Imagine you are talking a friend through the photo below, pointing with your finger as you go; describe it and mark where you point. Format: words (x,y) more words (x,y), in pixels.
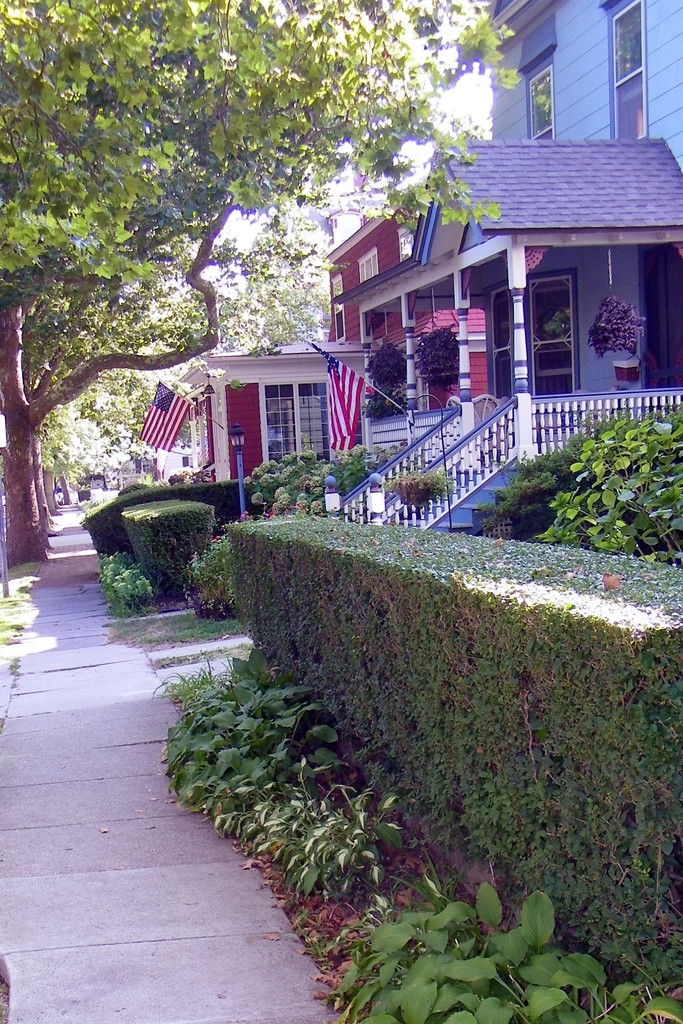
In this image, we can see few houses (326,423), wall (682,105), glass window (290,445), plants (315,532), poles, flags (157,420), light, trees (30,493). At the bottom (126,777), we can see a walkway (148,905).
